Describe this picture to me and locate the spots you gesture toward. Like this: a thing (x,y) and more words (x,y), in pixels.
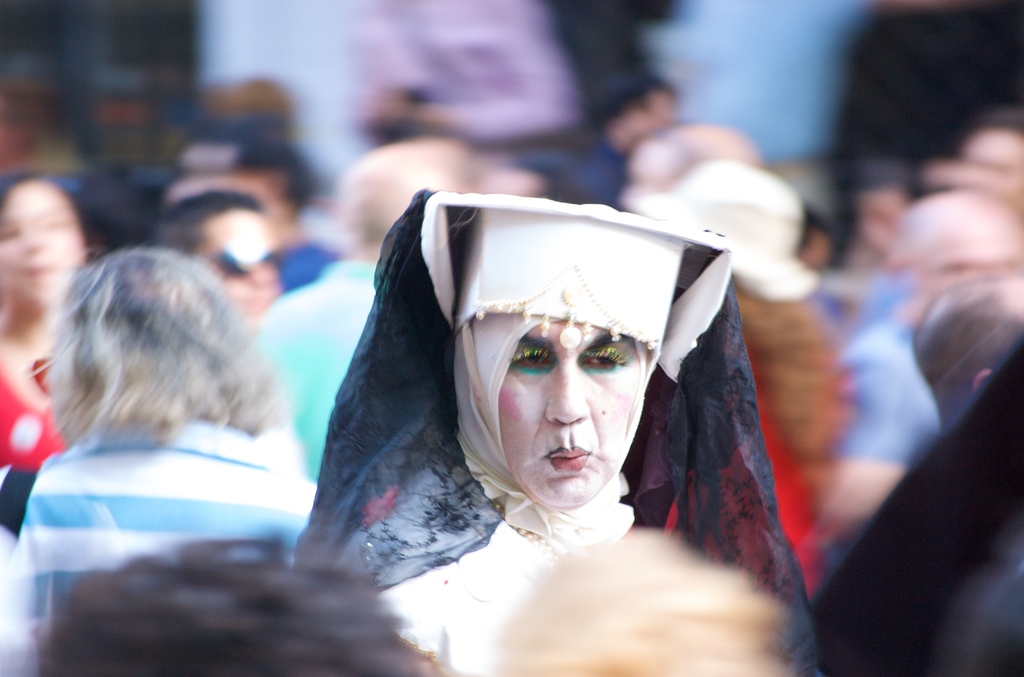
This picture describes about group of people (643,365), in the middle of the image (500,388) we can see a person (572,438) and the person (566,471) wore costumes (472,400), and we can see blurry background (751,194).
